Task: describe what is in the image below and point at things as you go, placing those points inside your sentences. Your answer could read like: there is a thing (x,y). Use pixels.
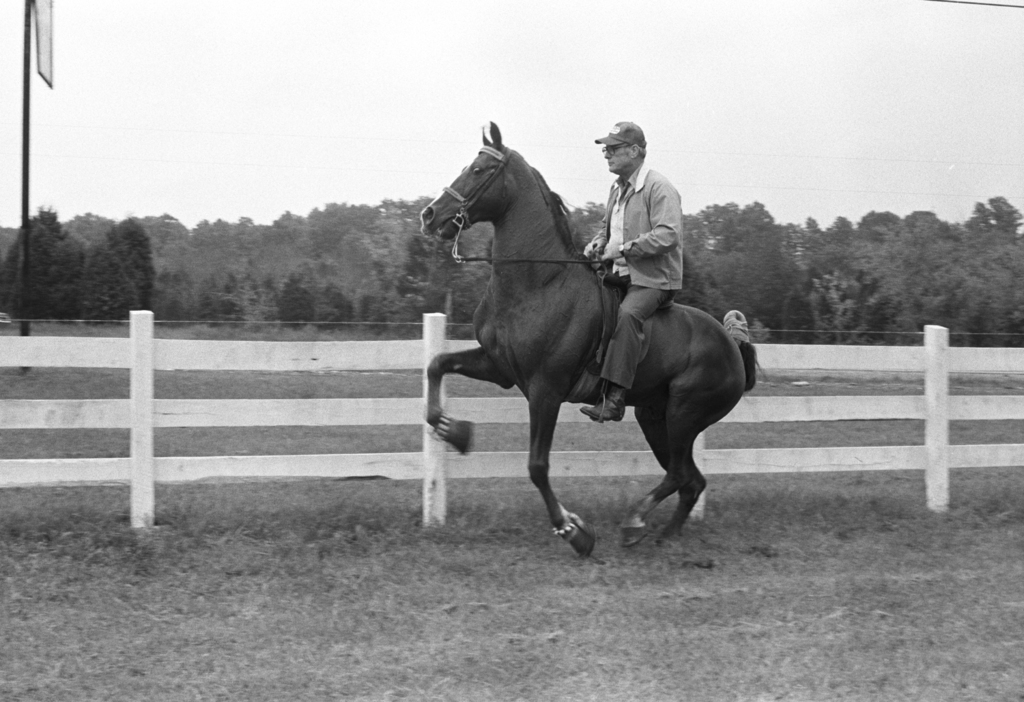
A black and white picture. A person (632,331) is sitting on a horse (544,314) and wore cap (635,129). Far there are number of trees (275,247). This is board (47,49) with pole (23,194). Beside this horse (553,327) there is a fence (287,362).
